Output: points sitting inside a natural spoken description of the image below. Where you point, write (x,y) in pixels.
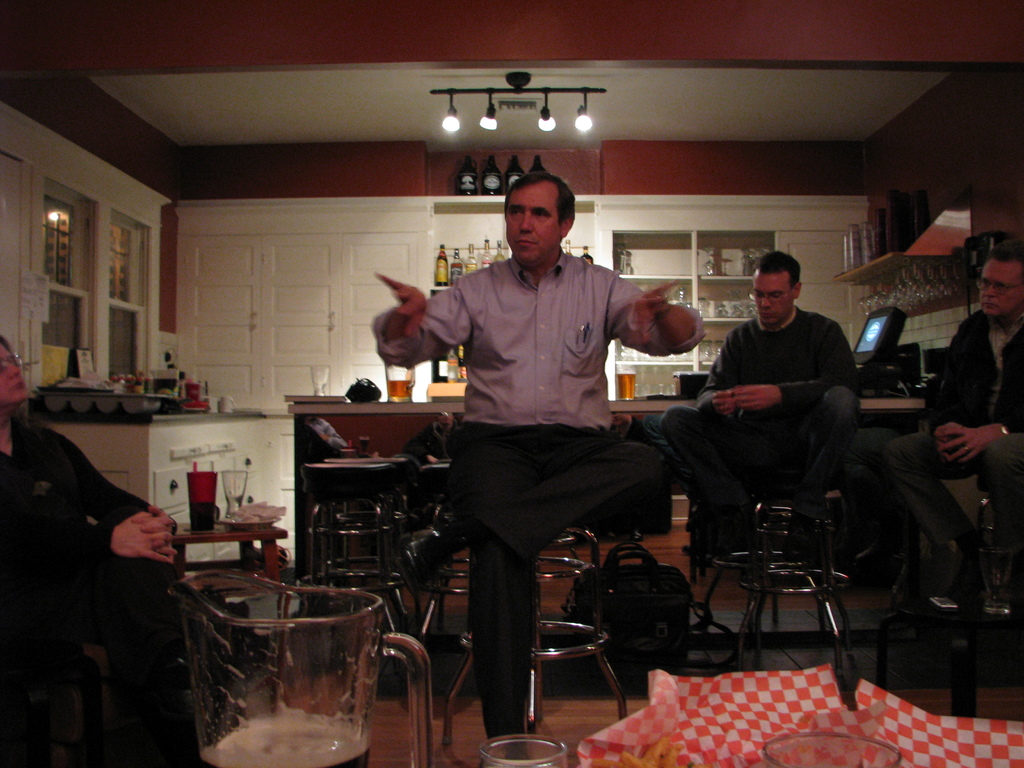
In the picture there are few people (690,462) sitting on the chairs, there is a jug (358,592), some glasses (804,750) in front of them, behind the person (428,544) who is wearing violet color shirt (532,326) there are lot bottles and glasses (732,310) are placed in the background (698,140) there is a red color wall (733,168) and lights (588,119).
